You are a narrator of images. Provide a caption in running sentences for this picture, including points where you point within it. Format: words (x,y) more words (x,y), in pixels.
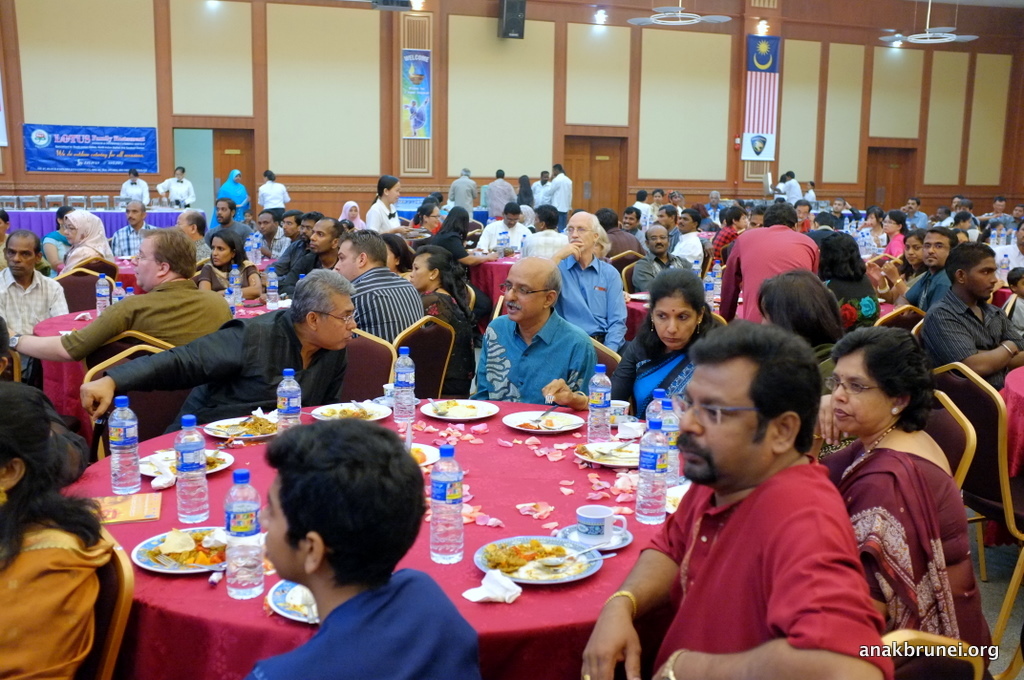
In this image I can see the group of people (665,581) with different color dresses (396,654). I can see these people (335,370) are sitting in-front of the table (550,589). On the table (538,589) I can see the bottles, plates (480,555) with food (490,540) and the book (136,509). In the background (43,154) I can see the banner (761,119) and boards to the wall (560,110). I can see some lights (685,24) in the top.
